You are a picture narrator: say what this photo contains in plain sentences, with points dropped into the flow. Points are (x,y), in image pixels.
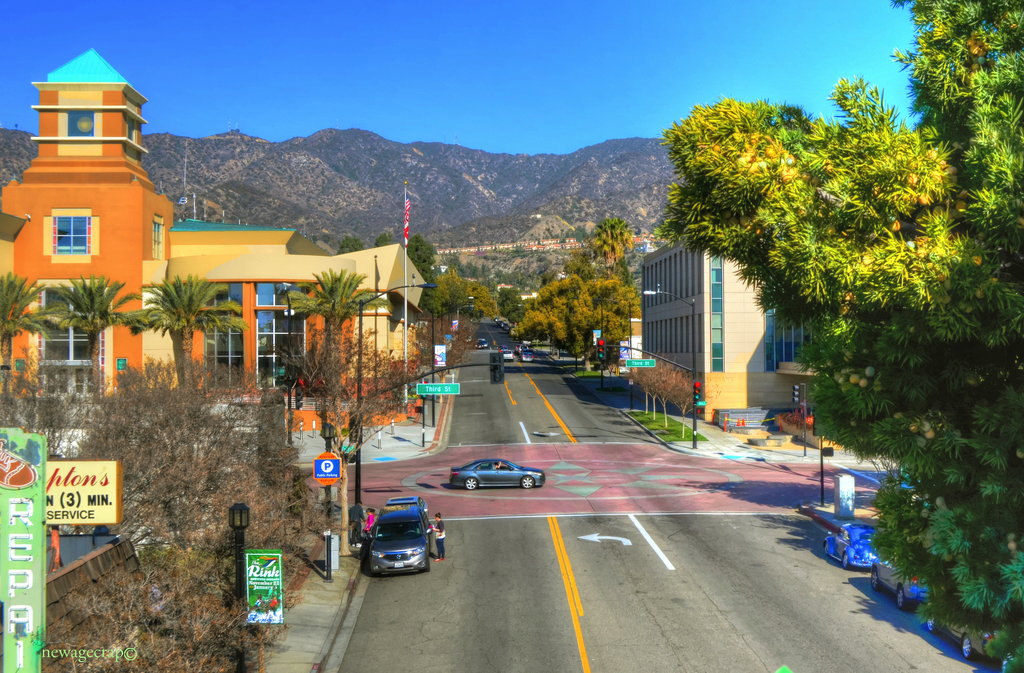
In this image there is a road (544,463) in the middle (538,417) on which there are many cars (409,536). On the footpath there are street lights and traffic signal lights (604,346). In the background (461,162) there are hills (271,160). There are buildings (703,312) on either side of the road (534,438). On the right side (933,298) there are trees (975,486). On the left side (178,611) there are trees (215,644) on the footpath (303,594). On the footpath (328,594) there are boards (270,591) and hoardings (41,554). At the top (510,103) there is sky (492,70).
